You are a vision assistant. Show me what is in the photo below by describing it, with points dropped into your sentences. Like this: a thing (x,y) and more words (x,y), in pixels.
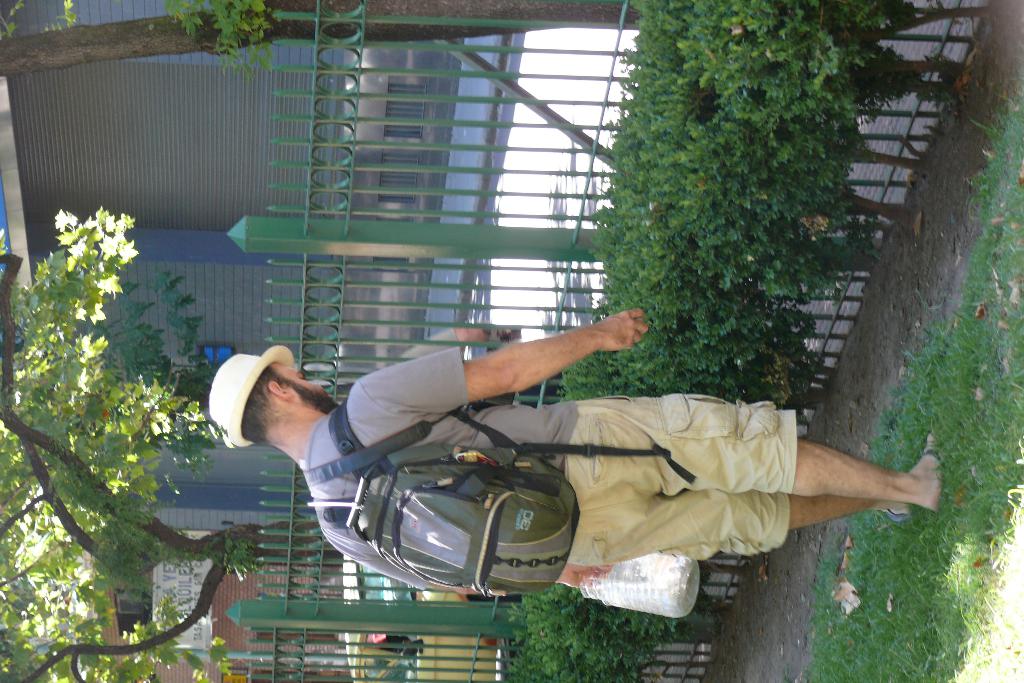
Alright this image is inverted. In this image a man (591,551) is standing is carrying a backpack (517,577), holding a bottle (639,597). He is wearing grey t-shirt (414,397), shorts (659,469) and a hat (227,387). In front of him there are few plants (775,135) and fence (440,169). beside him there is a tree (148,534). In front of him there is a building (208,323). On the ground (925,517) there are grasses (936,606). There is car (390,596) passing by the road (521,185).
